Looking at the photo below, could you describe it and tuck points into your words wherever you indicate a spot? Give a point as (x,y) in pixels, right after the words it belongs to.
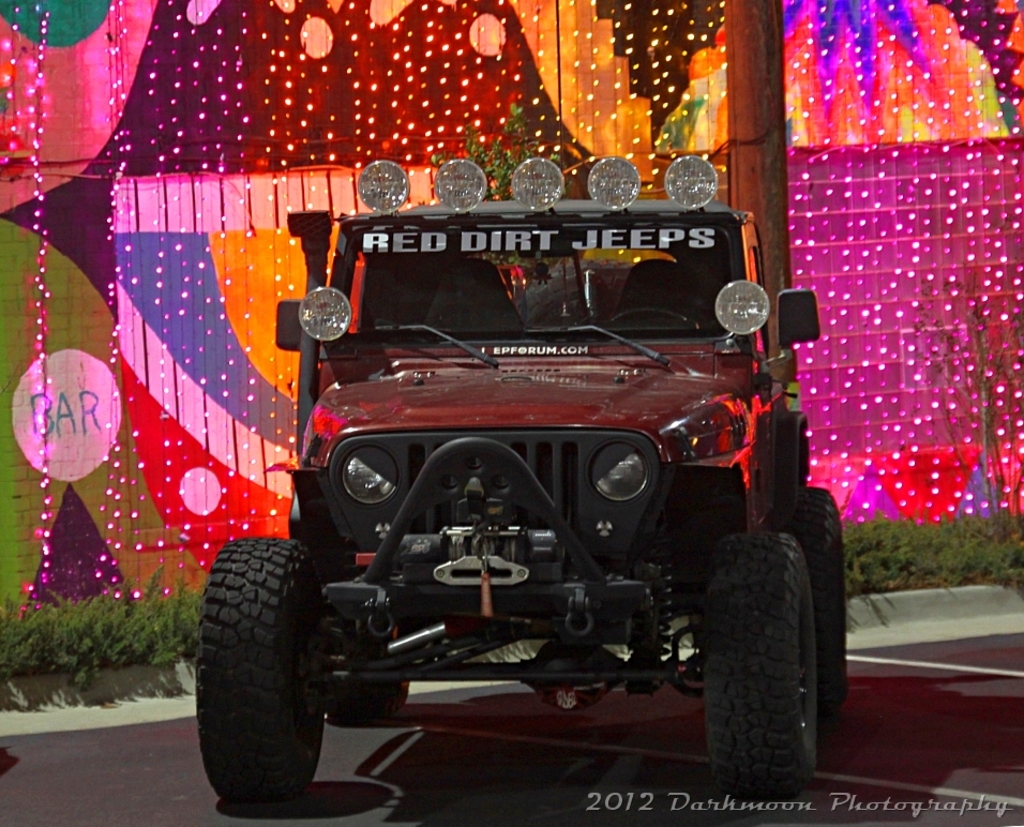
In the image there is a jeep (629,496) in the foreground (589,494), behind the jeep (387,340) there are plants (69,636) and many lights (353,36).
